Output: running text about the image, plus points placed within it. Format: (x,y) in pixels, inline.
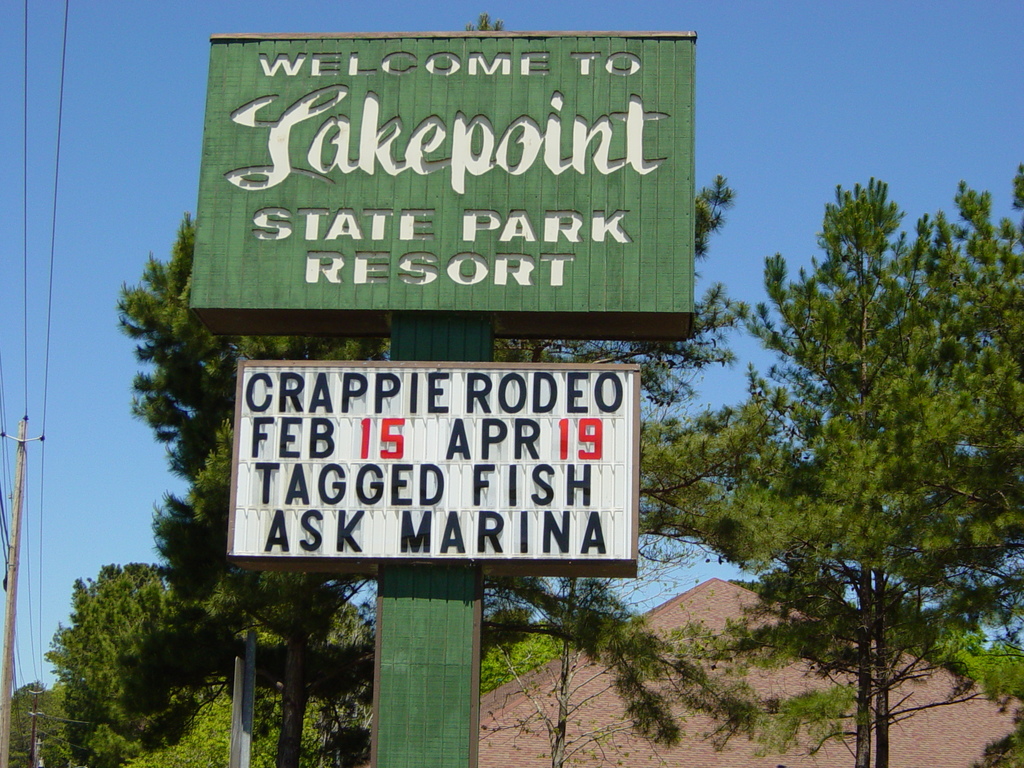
In this picture we can see boards (456,475), poles (22,496), wires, trees (73,726), and roof (482,752). In the background (842,96) there is sky (67,163).
